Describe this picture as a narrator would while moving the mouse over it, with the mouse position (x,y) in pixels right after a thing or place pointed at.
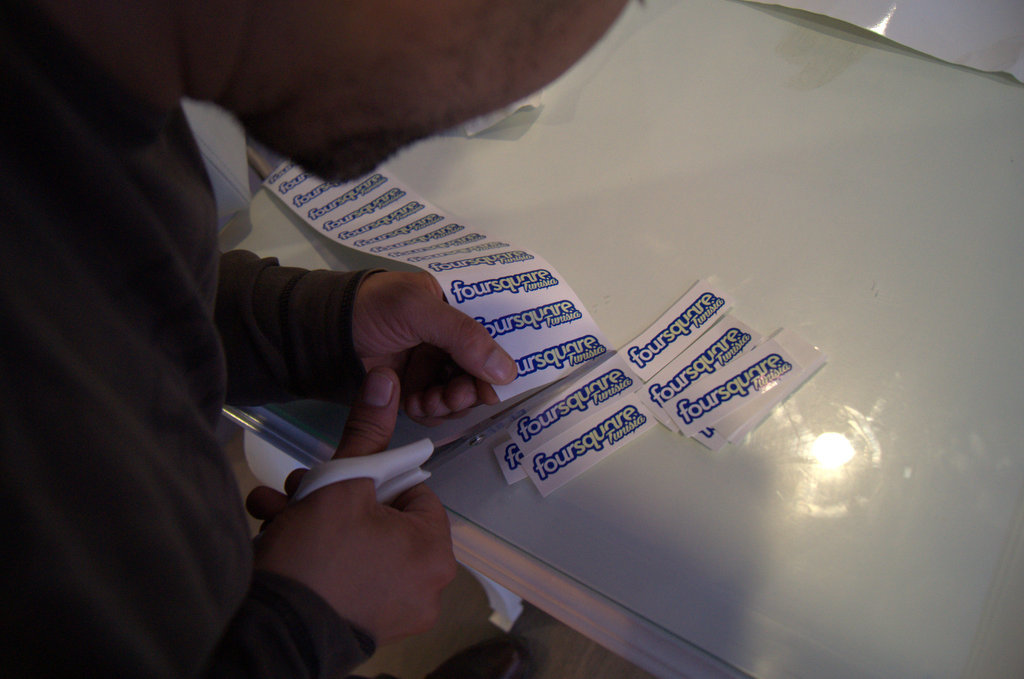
In this image on the left (116,160) a person (112,105) holding a scissors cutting a paper (528,335) into small pieces (577,404). This is the table (744,568). On it there is a glass slab (751,525).
